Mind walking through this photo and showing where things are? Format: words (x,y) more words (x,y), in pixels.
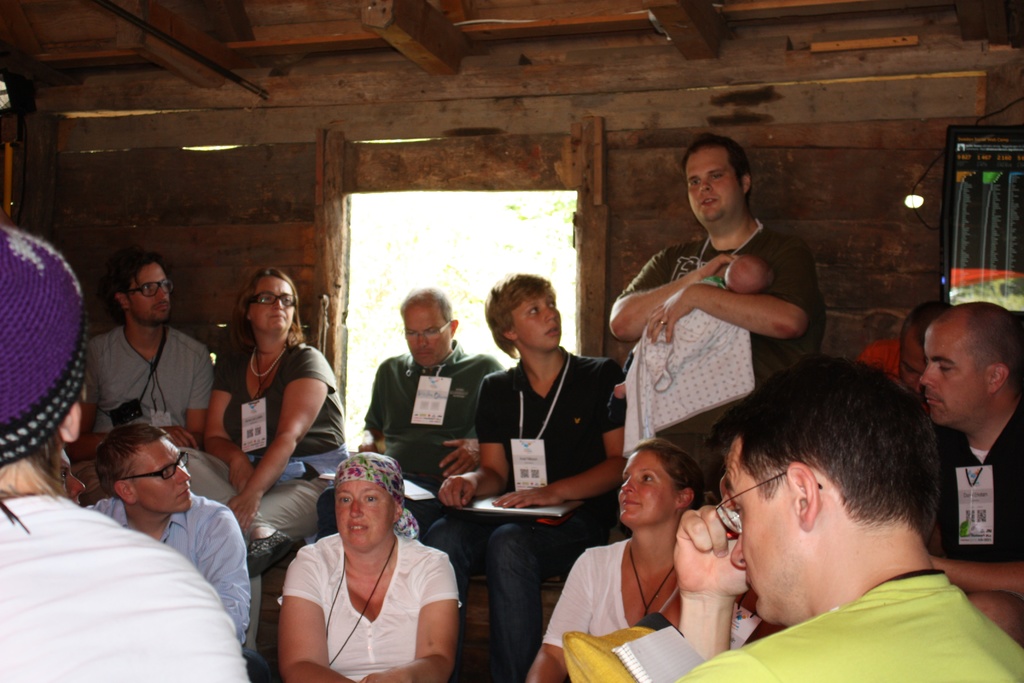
In this picture we can observe some people (506,538) sitting in a wooden cabin (263,184). There are men (172,434) and women (293,441) in this picture. Many of them were wearing white color tags (435,411) in their necks (544,362). We can observe an entrance (520,196) here.
